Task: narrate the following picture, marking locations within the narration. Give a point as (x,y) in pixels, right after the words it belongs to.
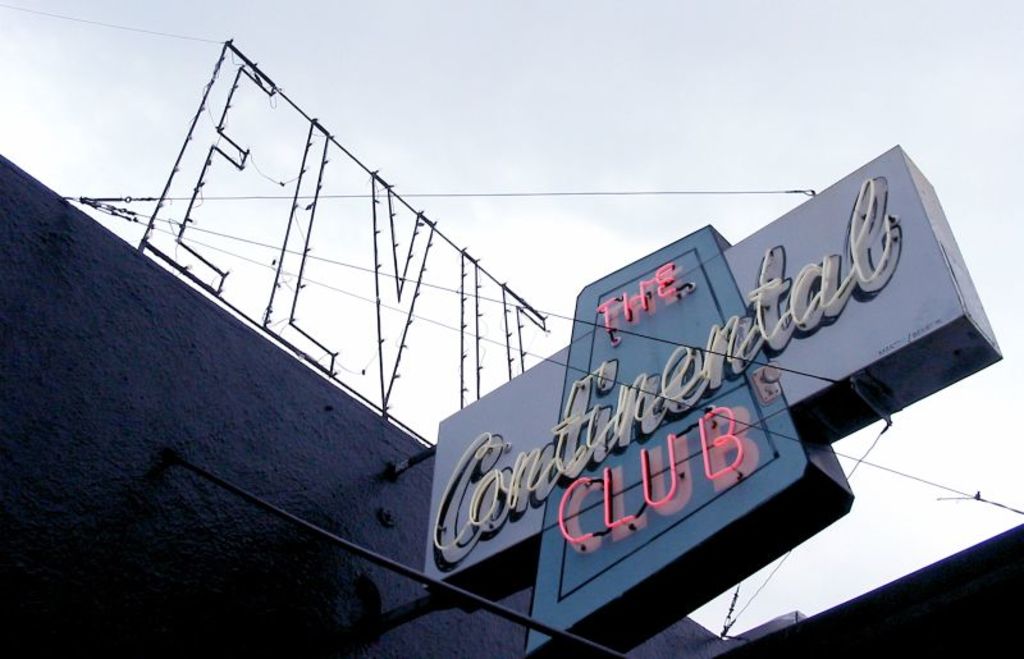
In this picture we can see a wall (243,431), name board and we can see sky (534,128) in the background (570,175).
